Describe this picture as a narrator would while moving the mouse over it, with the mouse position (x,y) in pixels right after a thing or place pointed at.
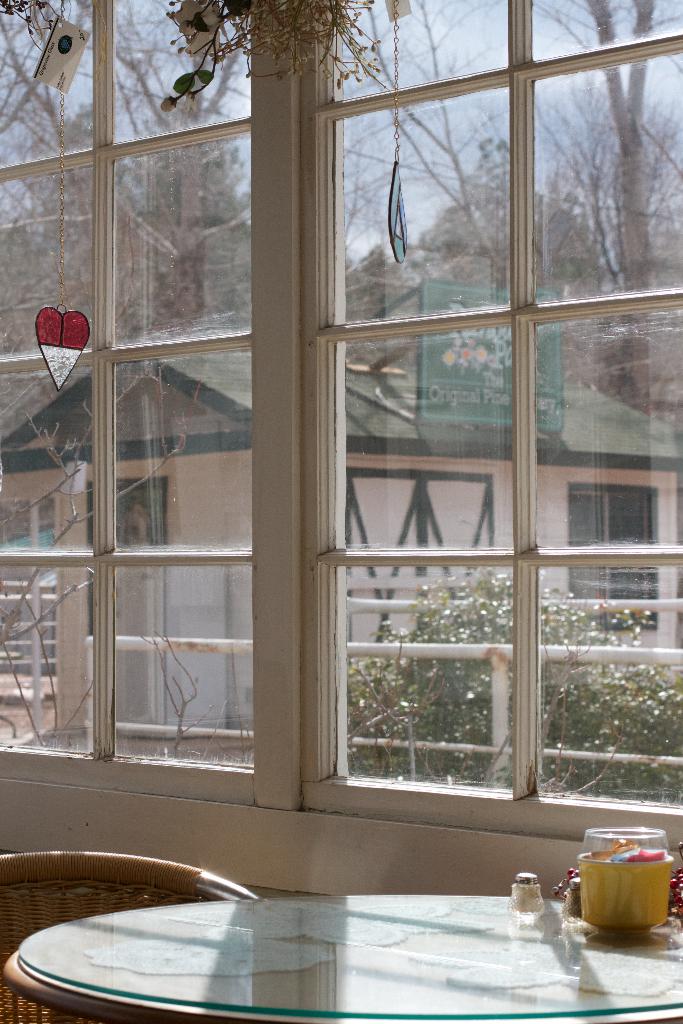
There is a table (406,931) and a chair (94,857). On the table (450,961) we can see bottles (579,907) and a box (592,903). There are glasses (200,204). From the glass (422,473) we can see plants (565,676), trees (669,378), house (212,434), board (419,369), and sky (543,1).
